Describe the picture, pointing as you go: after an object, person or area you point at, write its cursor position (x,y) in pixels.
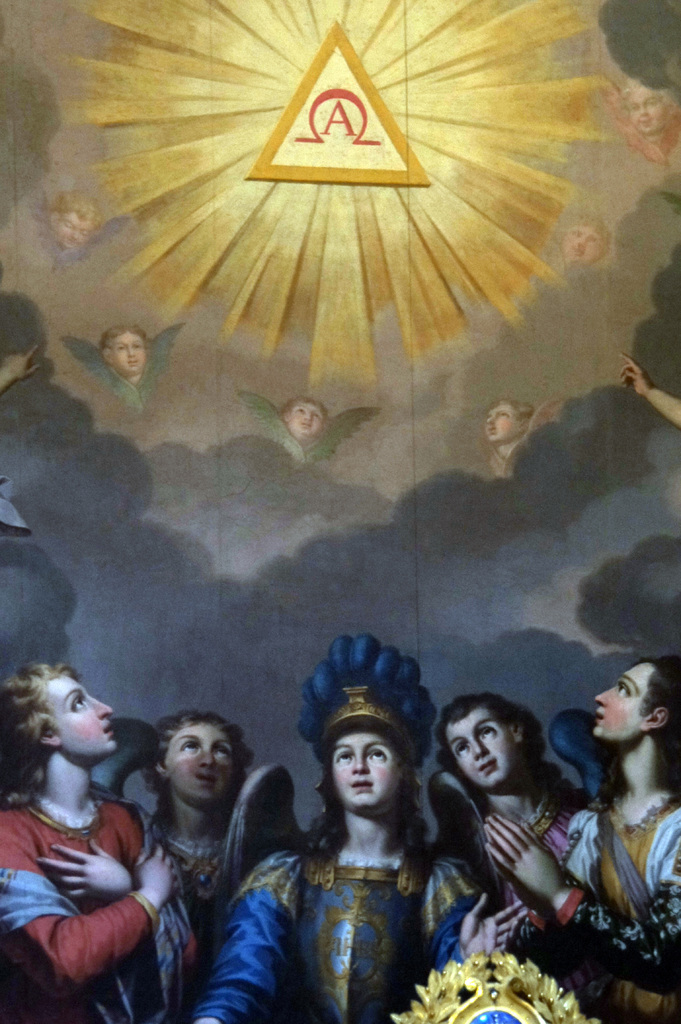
This is a painting, in this painting we can see some persons (552,788) and in the background (547,743) we can see clouds (378,590).
